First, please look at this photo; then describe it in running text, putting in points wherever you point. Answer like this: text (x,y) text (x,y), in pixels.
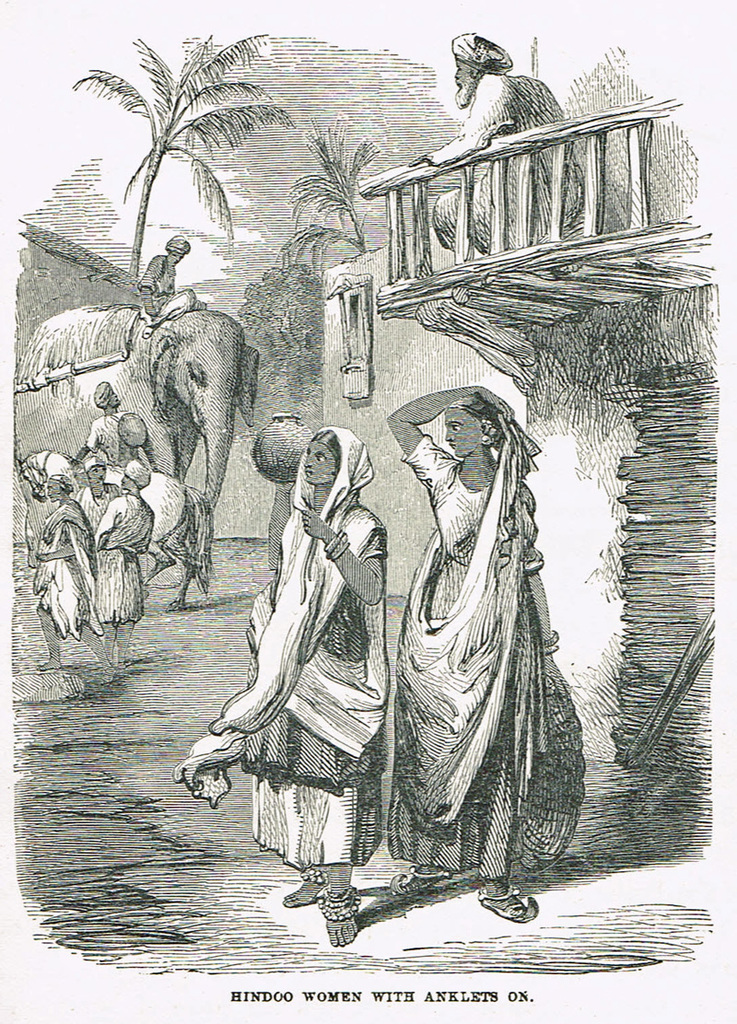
In this image we can see black and white picture of a drawing. In which we can see group of people (315,539) standing. On the left side of the image (239,409) we can see a person (179,301) on an elephant (218,392). On the right side of the image (597,232) we can see a person (481,228) sitting, a building (398,398) with a window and a railing (394,272). In the background (328,160), we can see a group of trees (342,161). At the bottom of the image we can see some text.
